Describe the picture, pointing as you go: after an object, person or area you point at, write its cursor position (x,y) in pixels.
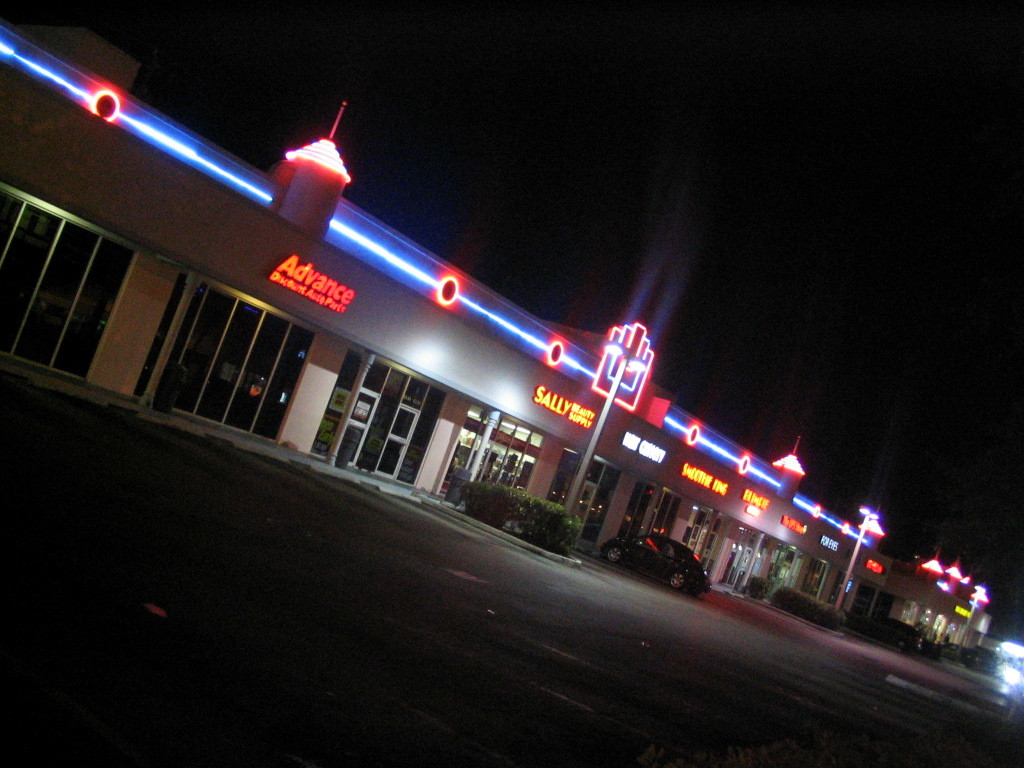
In this picture we can see few buildings (527,390), lights (550,357), hoardings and poles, in front of the building (673,480) we can see a car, and also we can see dark background (709,191).
